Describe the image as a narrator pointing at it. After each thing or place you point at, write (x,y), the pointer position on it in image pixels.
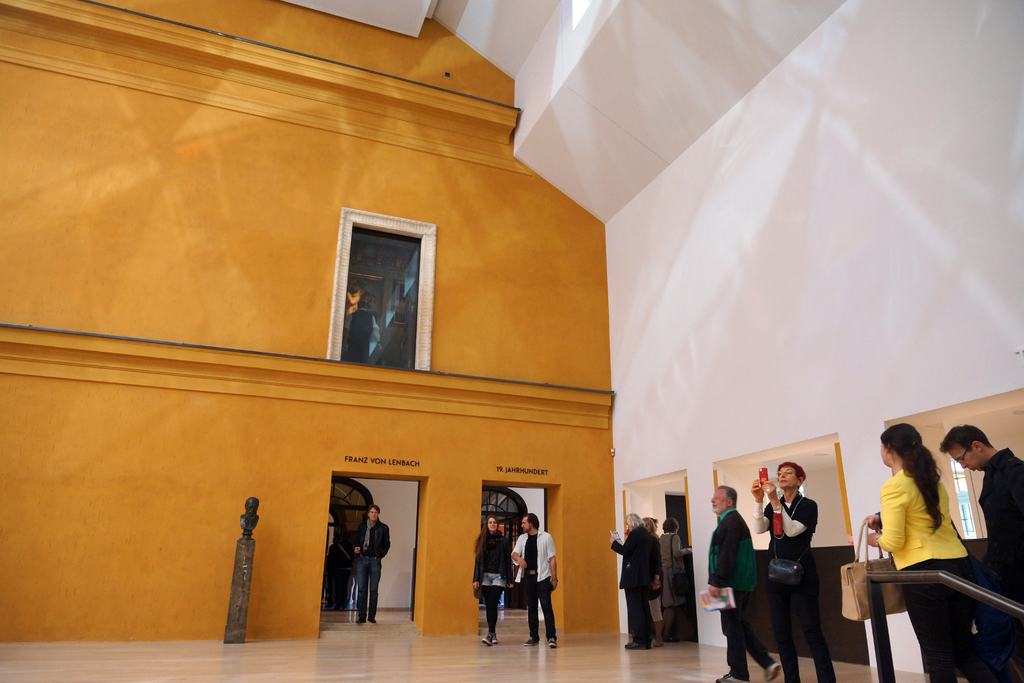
In this picture, we see the people (663,540) are standing. On the right side (921,480), we see a woman (938,488) in the yellow dress (930,534) is holding the handbag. Beside her, we see the stair railing (972,588). In front of her, we see a woman (804,555) is standing. She is holding the mobile phone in her hands (760,486) and she might be clicking the photos with the mobile phone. Behind her, we see a white wall (812,407) and a table (822,576) in black color. In the background (27,305), we see a yellow wall (385,199) and a photo frame (394,262) is placed on the wall (335,223). On the left side (259,521), we see the stone carved statue (249,513).
